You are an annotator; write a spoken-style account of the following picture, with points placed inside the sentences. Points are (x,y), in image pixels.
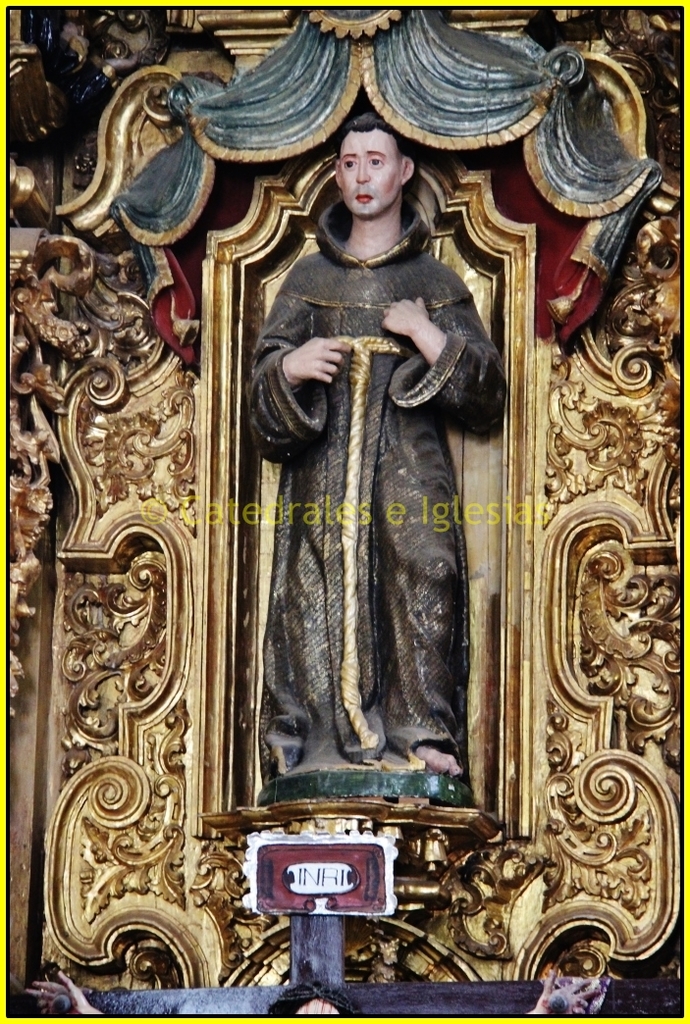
In the image we can see there is a statue (405,395) of a human (426,442) standing and there are decorative designs (611,845) done on the golden colour wall (21,714).
